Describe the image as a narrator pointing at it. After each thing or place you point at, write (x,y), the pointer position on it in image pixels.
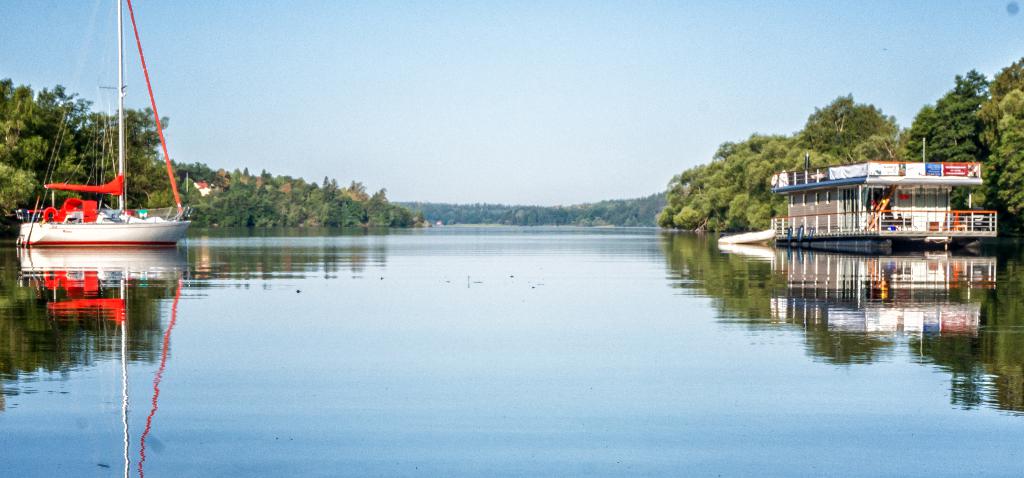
On the left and right side of the image (945,178) we can see boats (144,226). In the background of the image (28,147) we can see trees (366,217). At the top of the image (430,48) there is a sky (472,71). At the bottom of the image (506,417) there is a water (539,404).
